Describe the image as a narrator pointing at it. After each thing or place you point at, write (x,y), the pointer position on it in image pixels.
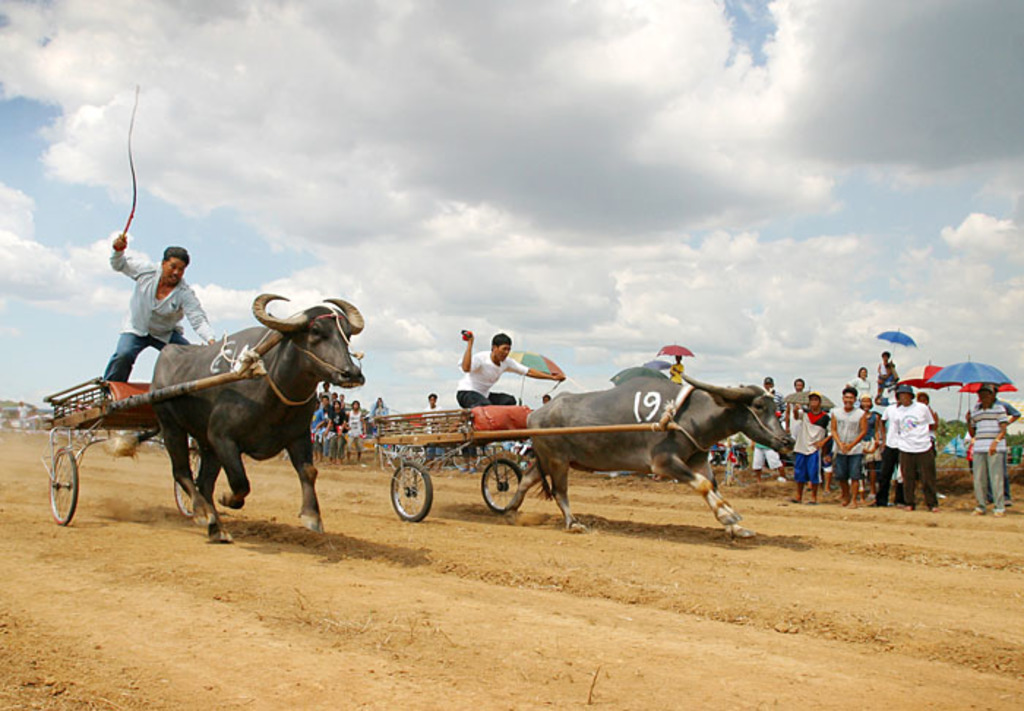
In this image, we can see two persons (177,304) on buffalo carts (638,426). There are some persons (856,445) standing and wearing clothes (790,423) in the middle of the image (354,408). There are some other persons (932,421) on the right side of the image (921,432) holding umbrellas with their hands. There are clouds (736,201) in the sky (767,207).
